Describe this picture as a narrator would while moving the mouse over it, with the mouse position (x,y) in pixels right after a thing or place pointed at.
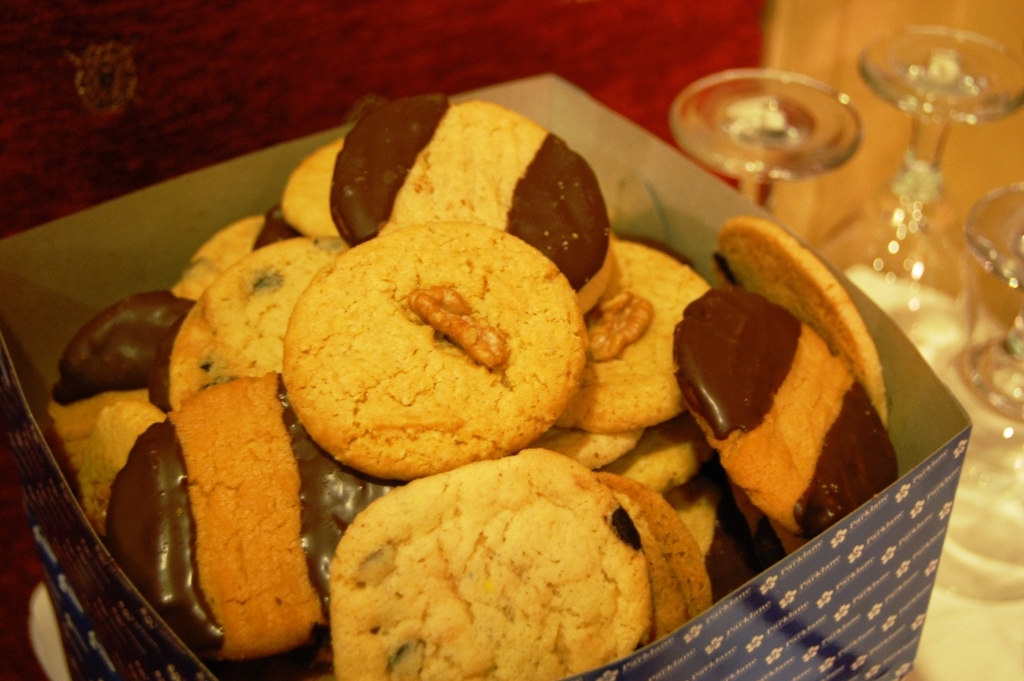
In this picture there are cookies (652,459) in the box (721,680). At the back (1000,101) there are glasses (850,144). At the bottom (984,631) it looks like a table (975,649).
